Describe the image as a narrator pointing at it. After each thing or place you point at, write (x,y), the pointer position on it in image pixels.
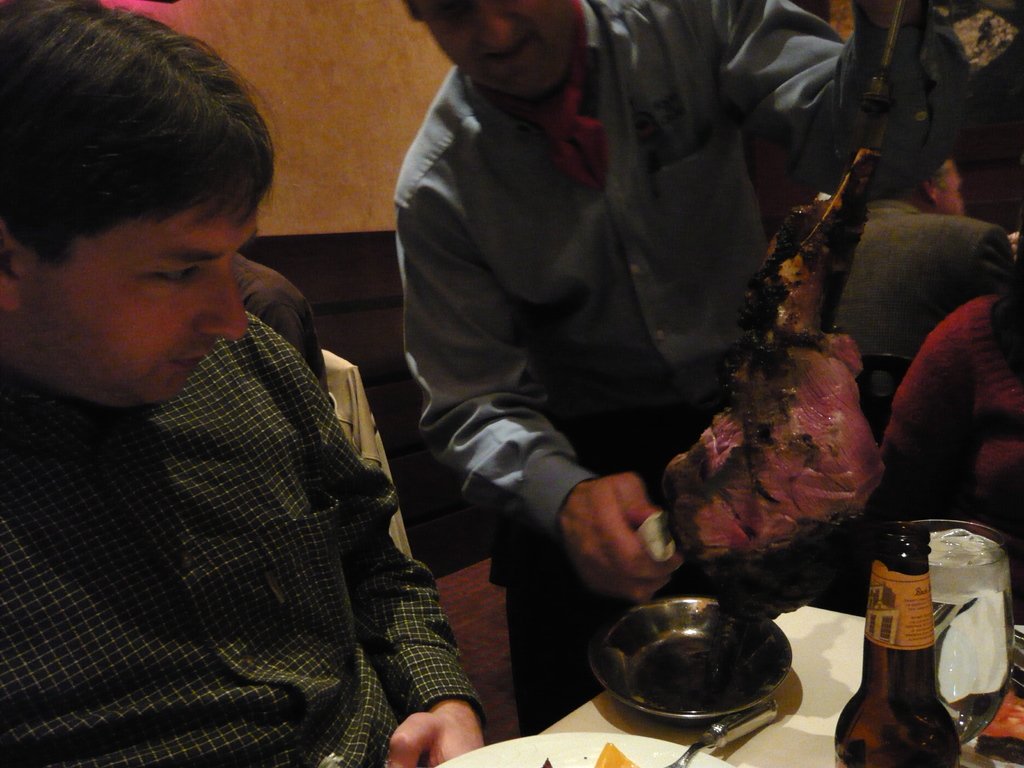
There is one man (267,626) sitting and one man (809,53) standing carving meat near them there is a bottle (869,729) and glass (957,645).
